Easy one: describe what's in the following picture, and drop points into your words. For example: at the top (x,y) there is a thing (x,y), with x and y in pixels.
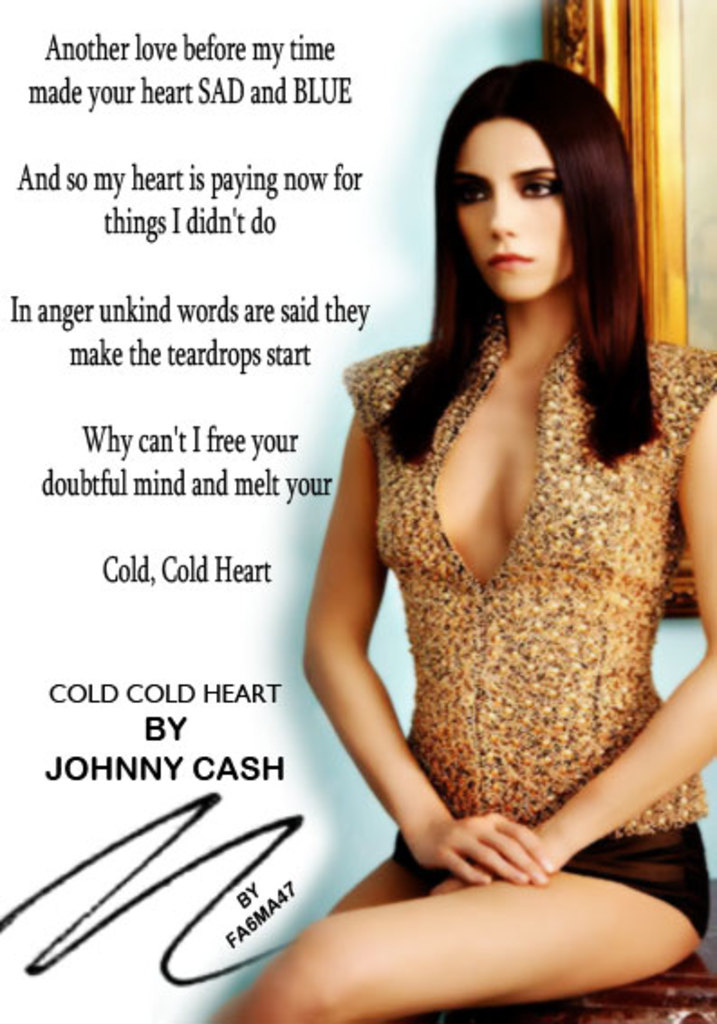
In this picture we can see a woman (541,678) sitting on a wooden surface (696,963), frame (664,25) and some text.
